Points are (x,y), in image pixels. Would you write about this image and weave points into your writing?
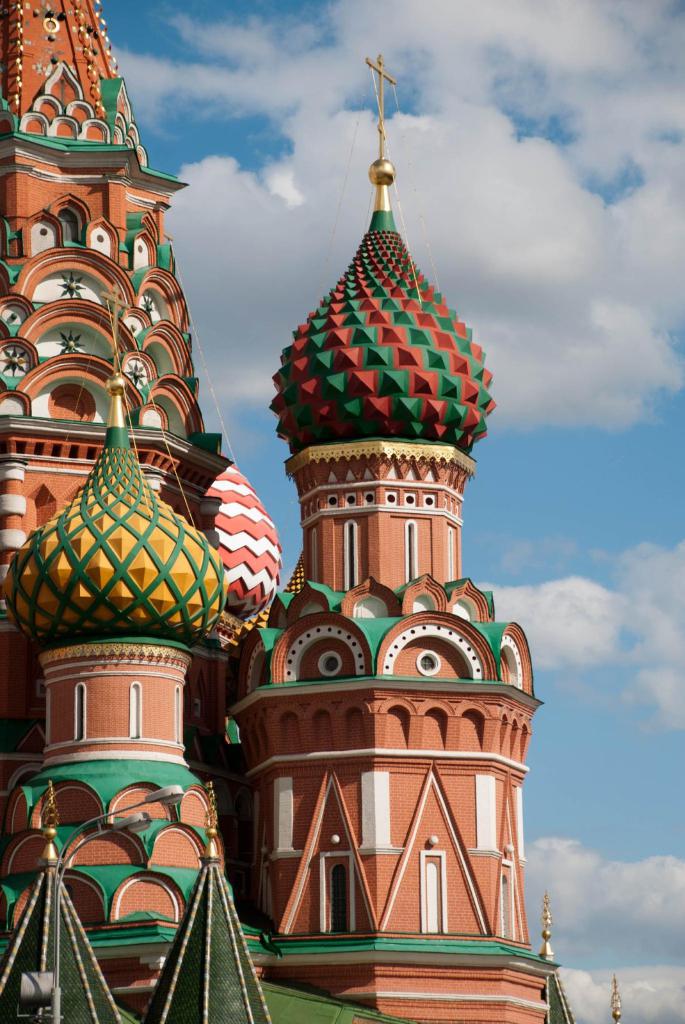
In this image I can see a building (210,479) in the front (152,760). On the bottom left side of the image (51,1008) I can see a pole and two lights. In the background (257,246) I can see clouds (634,999) and the sky (543,813).
